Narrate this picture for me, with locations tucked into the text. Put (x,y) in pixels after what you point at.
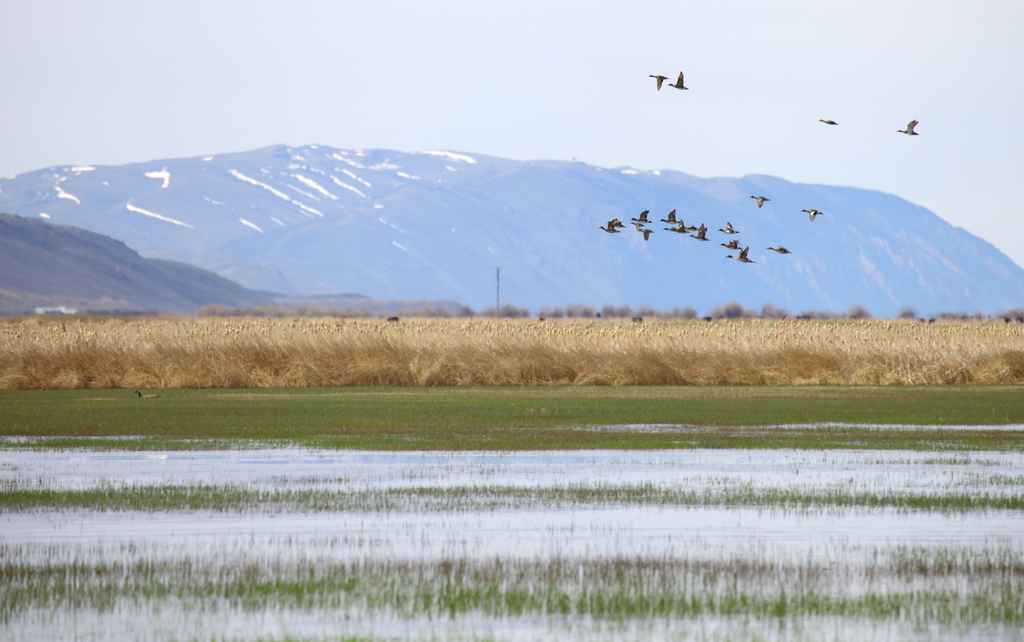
There is water (945,456) and grass (523,383). There is cattle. The birds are flying in the sky (874,95). There are mountains (869,308) at the back (137,236).
